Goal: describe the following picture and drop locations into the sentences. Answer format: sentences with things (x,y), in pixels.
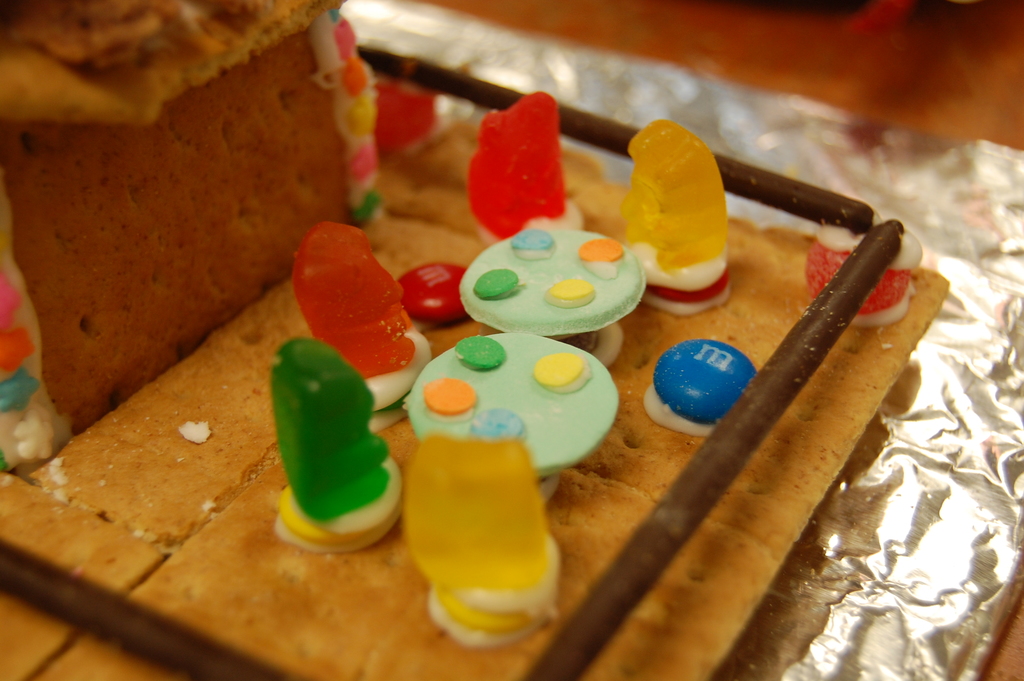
In this image there are jelly's (328,454) and gems (455,400) on the cake (216,157), around the cake (199,403) there are chocolate sticks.
